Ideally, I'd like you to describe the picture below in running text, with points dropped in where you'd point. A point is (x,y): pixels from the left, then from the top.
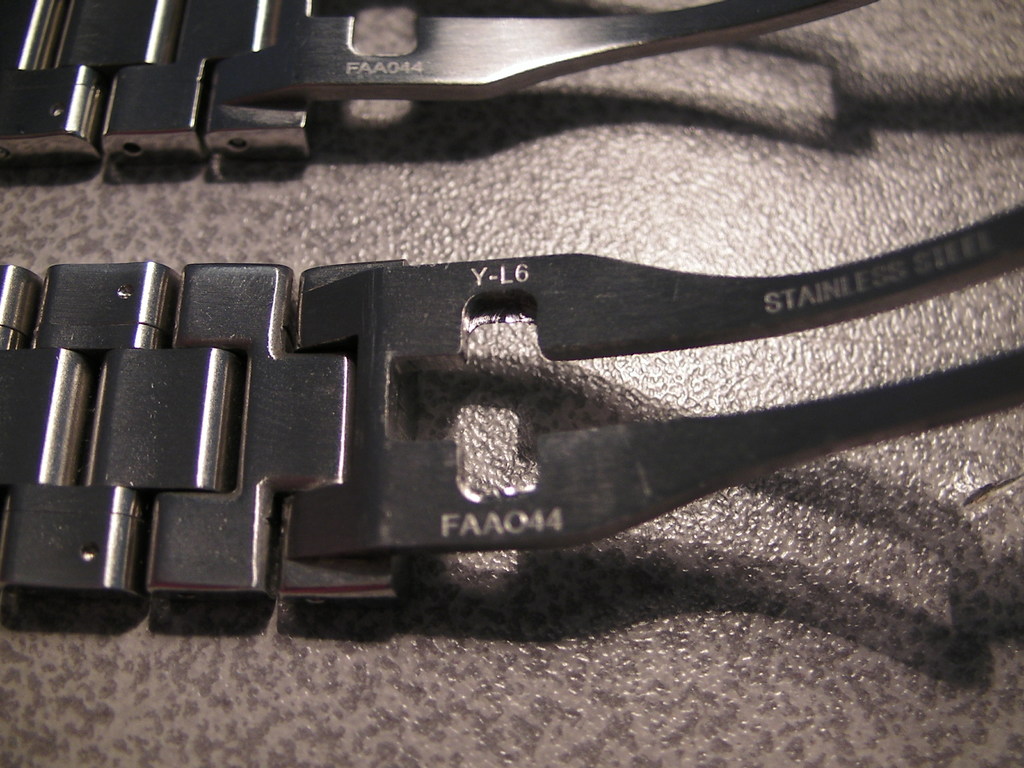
In this image we can see watch belts (370,449) placed on the table (394,693).
